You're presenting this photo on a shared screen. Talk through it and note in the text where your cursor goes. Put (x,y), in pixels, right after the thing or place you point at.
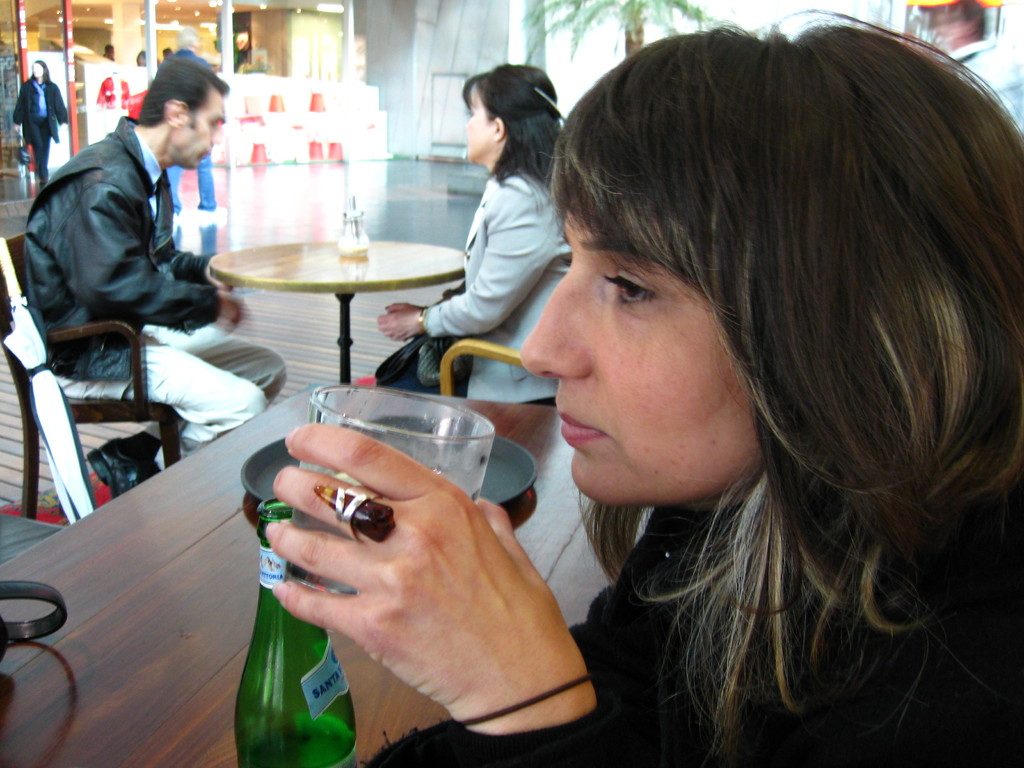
This picture is clicked inside a restaurant (237,239). To the right corner (893,450) there is woman (931,435) holding glass (440,420) in her hand (401,521). In front of her there is a wooden table (164,557) and on it there is a bottle (282,616) and plate (269,474). Behind her there is another table (327,277) and two people (170,271) are sitting on chairs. And beside one of the chair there is an umbrella (54,428). At the above left corner (44,128) there is another woman (46,114) walking. In the background (170,27) there is a building (356,37), a tree (634,6) and few people (168,53).
